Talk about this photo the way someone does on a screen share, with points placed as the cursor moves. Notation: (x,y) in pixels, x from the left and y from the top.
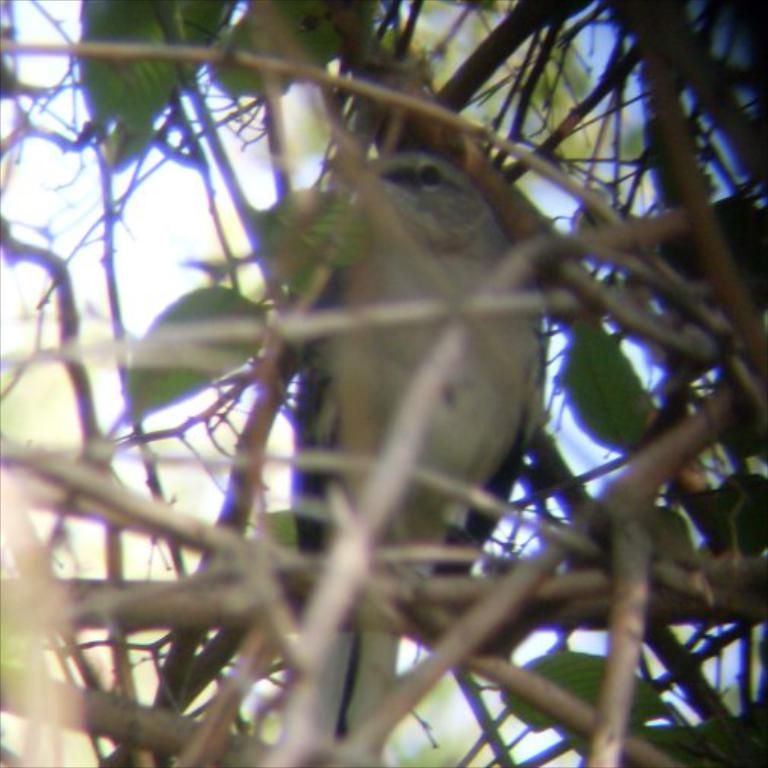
In this image there are stems (257,332) and leaves (299,280). On the stem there is a bird (411,283) sitting. In the background (137,244) there is the sky (127,241).
